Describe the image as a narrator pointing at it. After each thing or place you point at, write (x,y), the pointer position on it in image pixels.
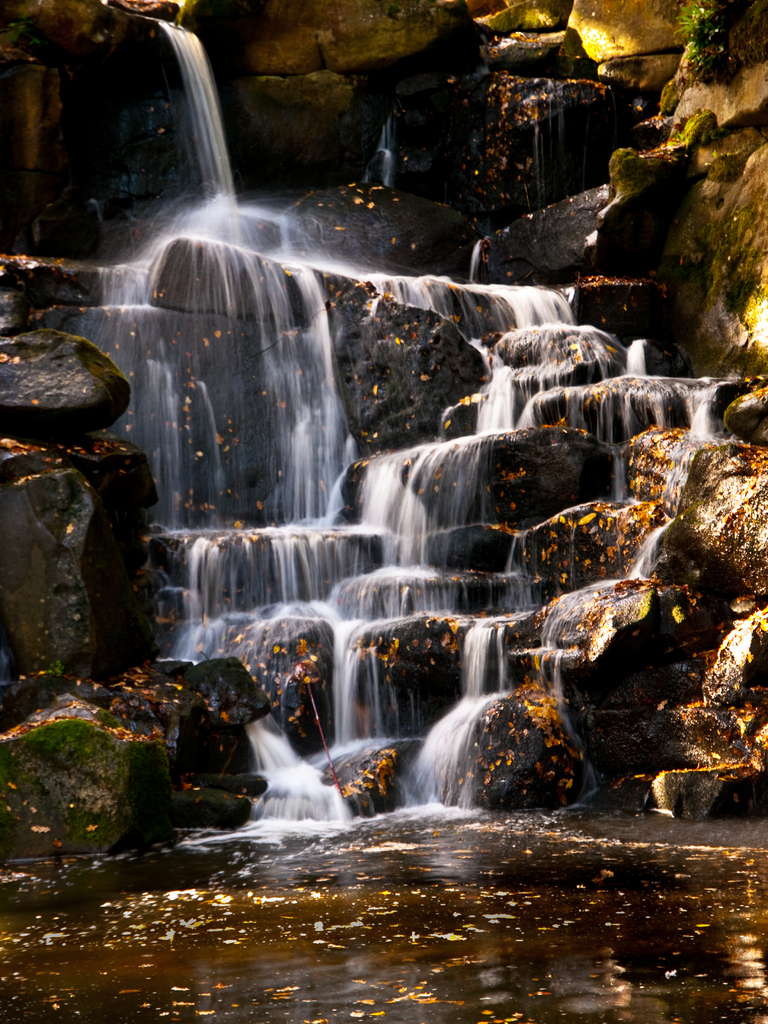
In the foreground (237,1003) we can see the water (21,921). Here we can see the waterfall (242,575). Here we can see the rocks (208,381).
